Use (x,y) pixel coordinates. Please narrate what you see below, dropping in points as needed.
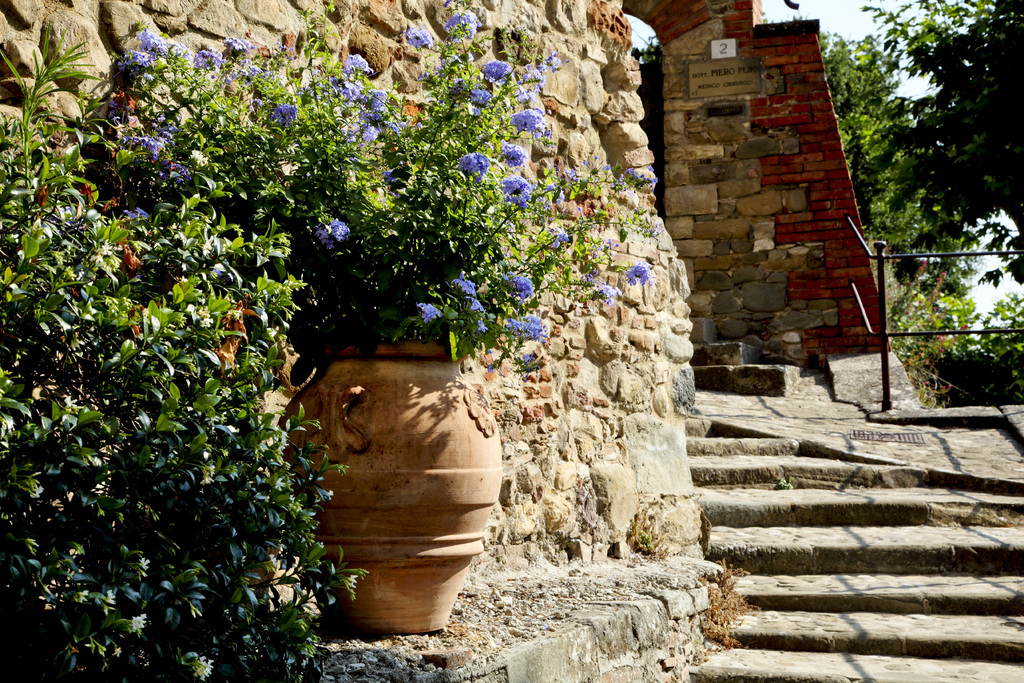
This picture shows trees (906,204) and a monument (608,144) and we see plants (366,288) with flowers (419,40) and a plant (401,286) in the pot (359,381).
